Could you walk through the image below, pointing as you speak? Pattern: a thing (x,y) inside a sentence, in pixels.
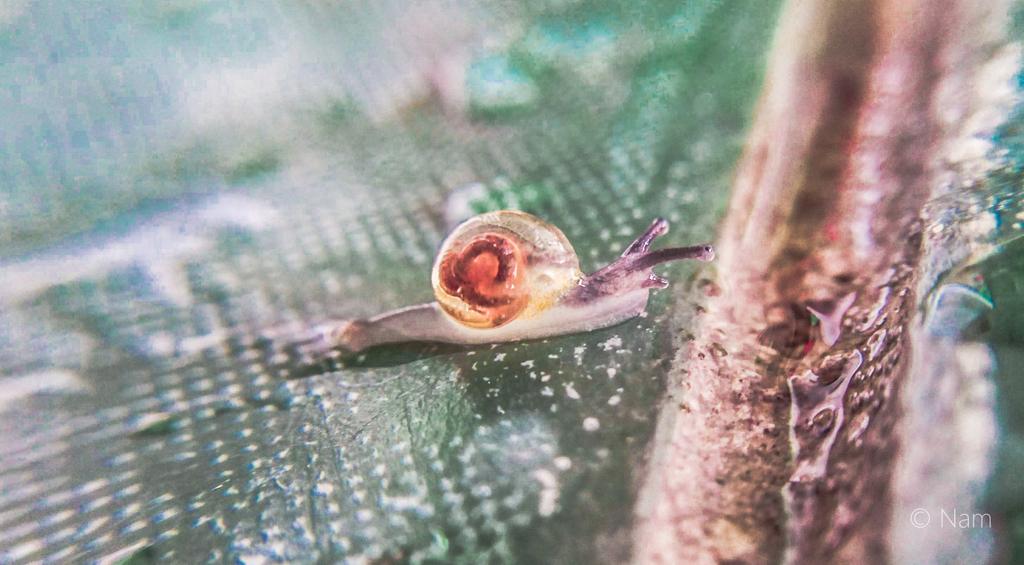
In this image we can see a snail (501,331) on the surface (501,347).
